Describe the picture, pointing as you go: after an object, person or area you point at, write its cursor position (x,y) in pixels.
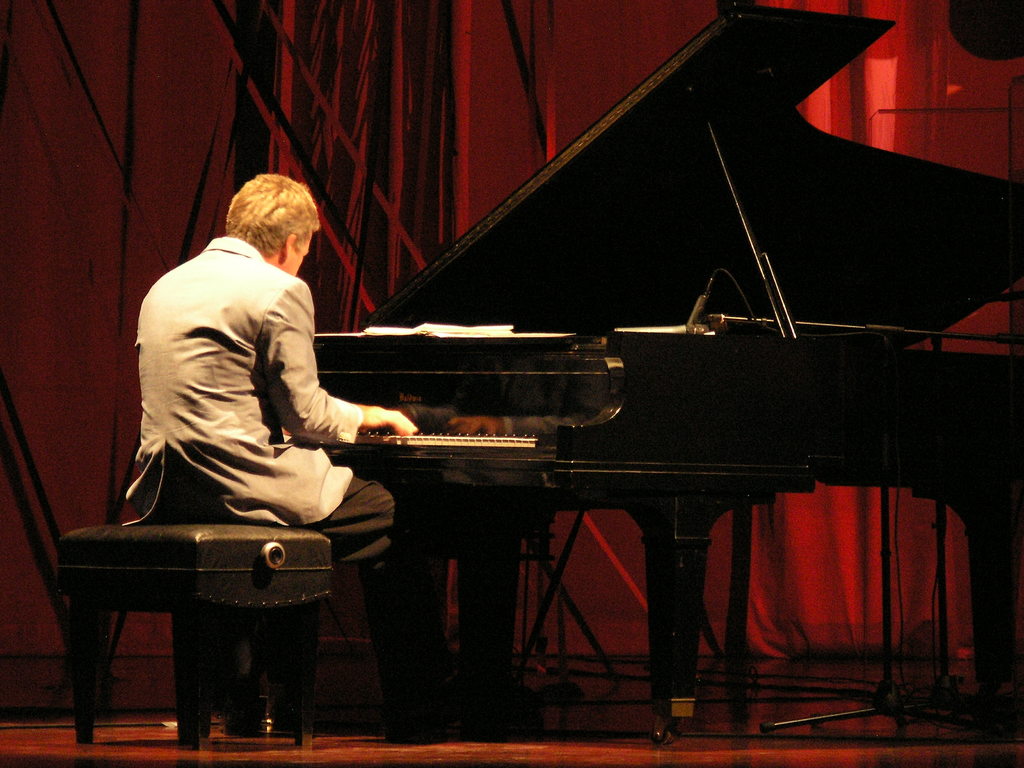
This image is taken on the stage (315,766). In this image there is a man (298,345) sitting on a stool (206,565) and playing a keyboard (480,453). In the background (23,52) there is a curtain (201,130). At the bottom of the image (640,757) there is a stage (955,761), a man (281,385) is wearing a coat (208,427) which is in grey color.
